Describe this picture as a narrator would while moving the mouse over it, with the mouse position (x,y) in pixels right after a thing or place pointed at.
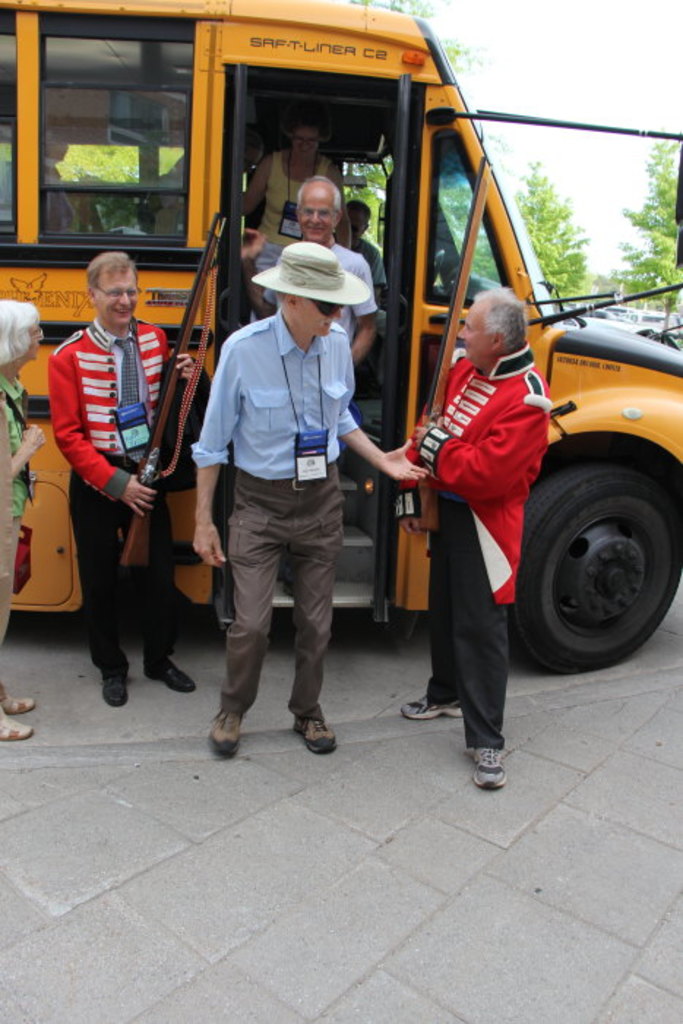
In this image we can see a yellow color vehicle (153,276), in the vehicle (202,255) we can see a few people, there are four people (240,467) standing the ground (360,641), among them two are holding the guns (133,548) and also we can see the trees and the sky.
